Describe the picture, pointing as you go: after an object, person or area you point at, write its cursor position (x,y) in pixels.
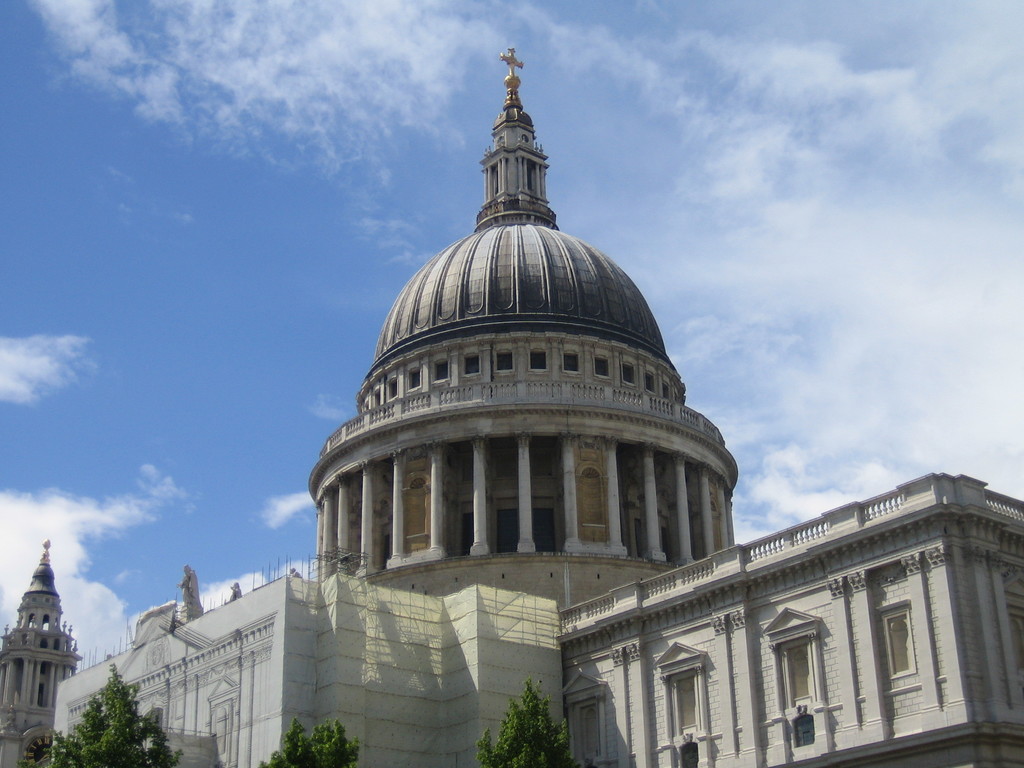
In this image, I can see a building (425,584) with the pillars (726,700) and windows (677,709). It looks like a holy cross symbol (509,81), which is at the top of a building (581,414). At the bottom of the image (115,734), I can see the trees (159,752). These are the clouds (726,67) in the sky (719,107).
